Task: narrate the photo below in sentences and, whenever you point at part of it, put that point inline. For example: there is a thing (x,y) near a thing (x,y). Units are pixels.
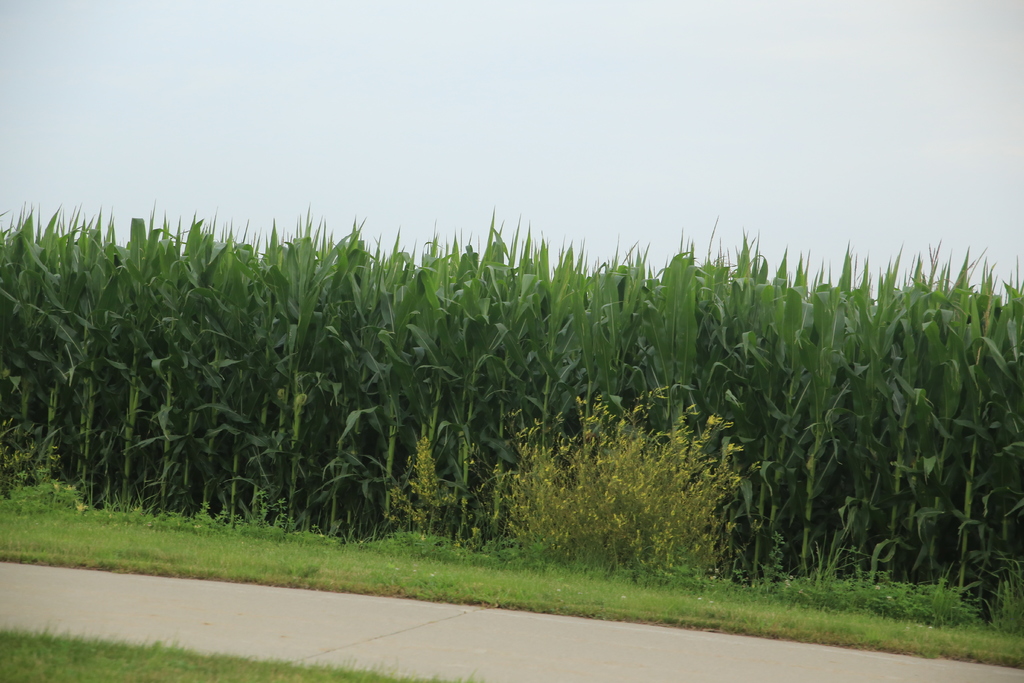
In this image there is the sky (508,133) truncated towards the top of the image (483,110), there are plants (588,416) truncated, there is the grass (650,590) truncated, there is grass (198,659) truncated towards the bottom of the image (115,671).
